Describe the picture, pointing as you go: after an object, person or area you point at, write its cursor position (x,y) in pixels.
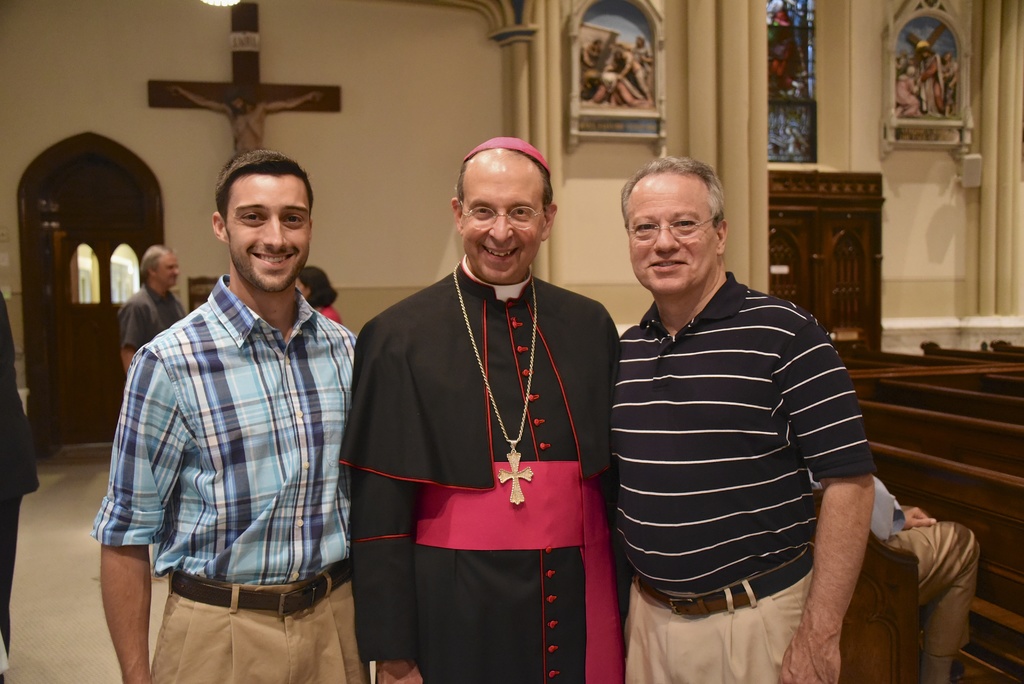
In the foreground (482,212) I can see three men (672,422) standing on the floor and there is a smile on their faces (663,276). I can see a man (957,558) sitting on the wooden bench (869,575), though his face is not visible and he is on the right side (912,513). In the background (325,310), I can see two persons (144,331) and looks like they are having a conversation. I can see the wooden door (117,233) on the left side (106,254). I can see the statue designs (936,54) on the wall (719,48). There are wooden benches (974,403) on the right side (935,357).
